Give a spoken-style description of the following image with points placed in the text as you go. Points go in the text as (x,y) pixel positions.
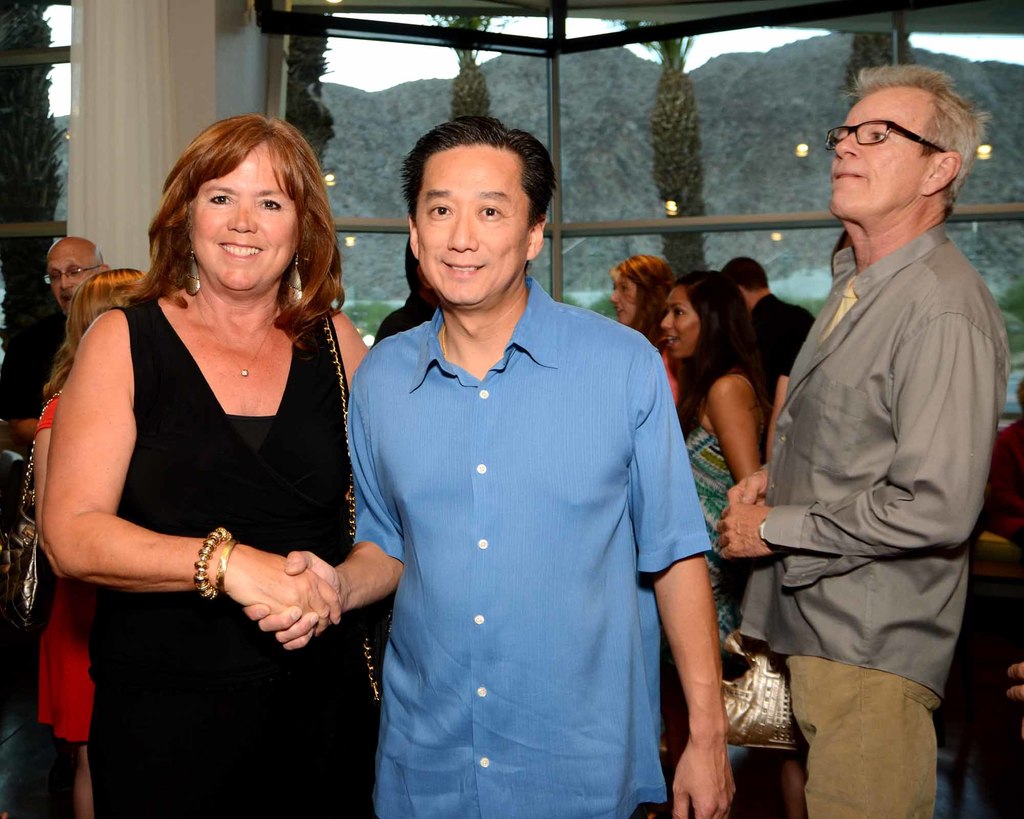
In this image, we can see a woman (218,509) and man (485,615) are shaking their hands (311,596) each other. They are watching and smiling. Background (700,324) we can see few people (1023,404). Here a person (865,512) is standing we can see on the right side of the image (896,543). Here we can see glass objects (579,90), pillars (199,104), curtain (162,104). Through the glass (710,175) we can see trees (674,94), hills (540,107), plants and sky (361,64).
